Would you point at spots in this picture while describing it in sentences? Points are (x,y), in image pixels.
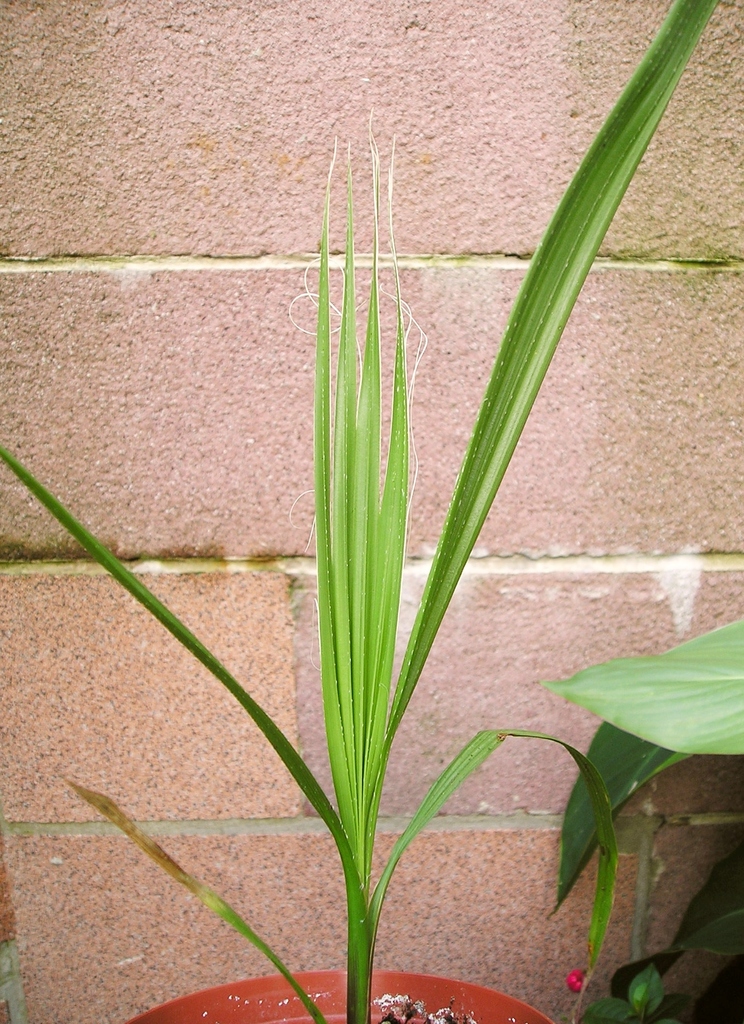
In this image I can see a potted plant (443,993) in front of the wall (381,912).
